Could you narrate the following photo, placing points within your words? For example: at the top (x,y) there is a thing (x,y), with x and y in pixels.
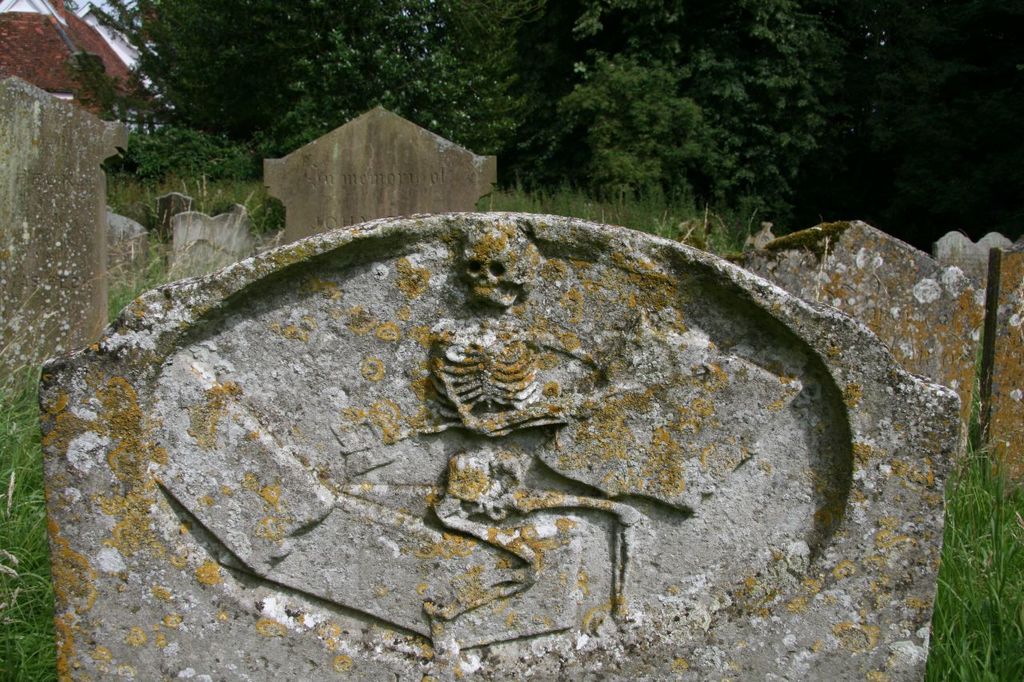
In the picture I can see grave stones (472,452). In the background (254,247) I can see trees (437,100), the grass (211,208) and some other objects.
